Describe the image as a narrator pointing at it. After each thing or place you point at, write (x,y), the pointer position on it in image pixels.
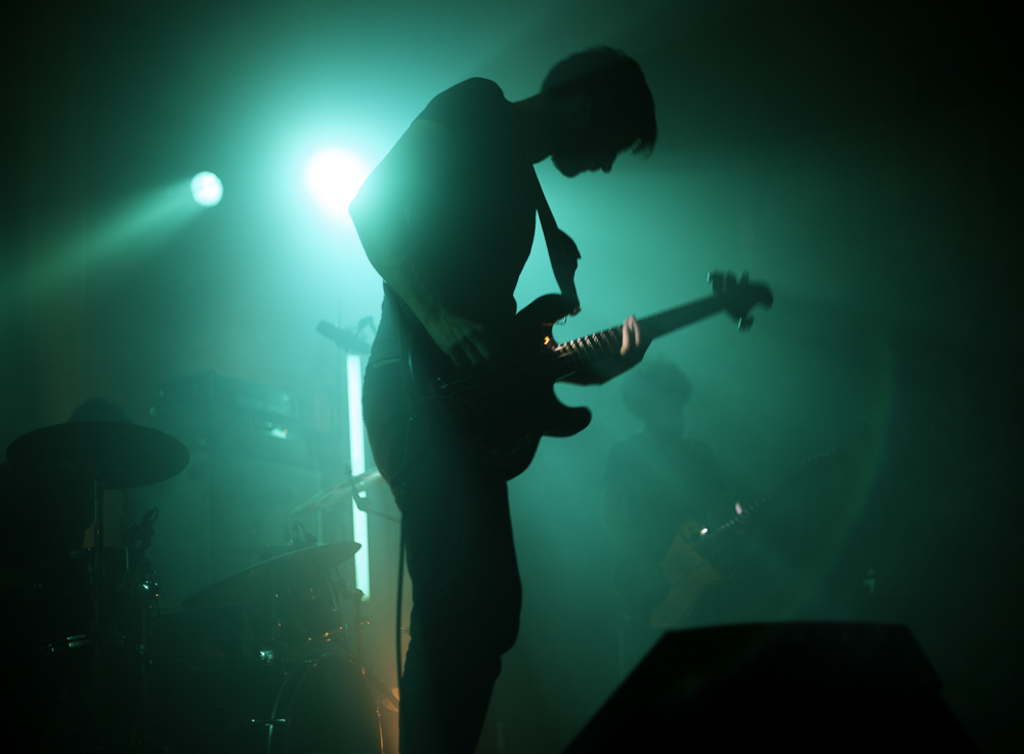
In this image we can see a person (463,514) playing musical instruments (493,417) and at the background of the image (154,731) we can see some musical instruments (269,676) and a person (615,492) playing guitar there are some lights (318,170).
